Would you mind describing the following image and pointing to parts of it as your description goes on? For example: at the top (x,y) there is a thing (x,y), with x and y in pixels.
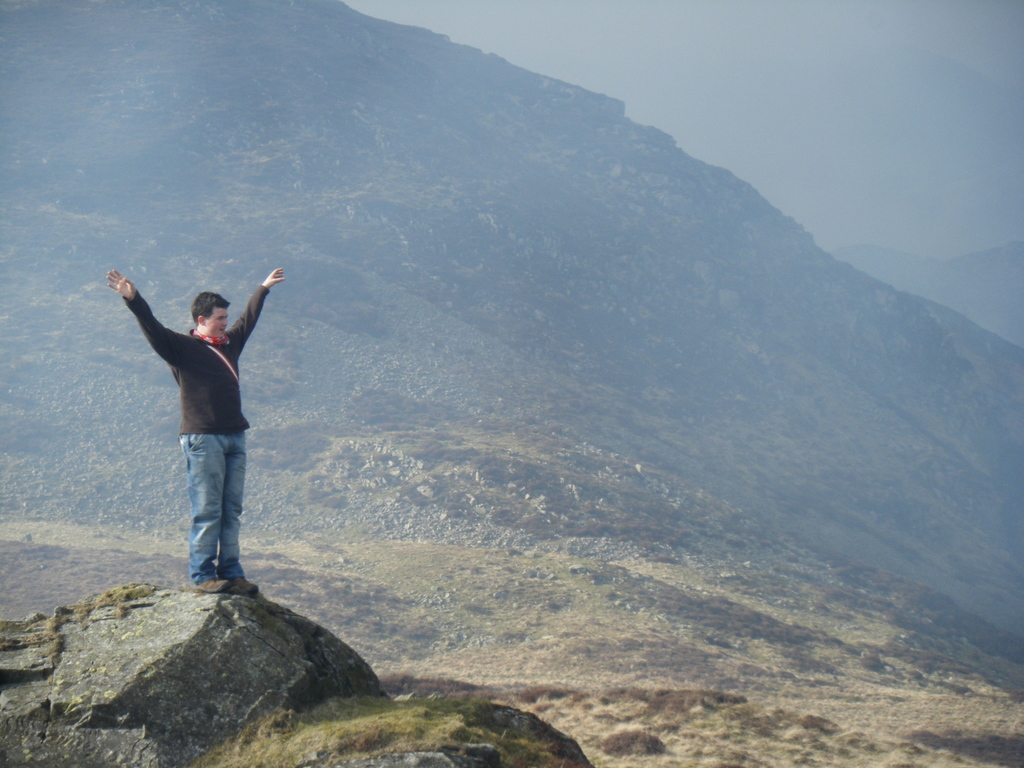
In this picture I can see there is a man (228,437) standing on the rock (338,686) and there are few stones (389,763) and there is a mountain (606,259) in the backdrop (1007,309) and the sky (901,171) is clear and foggy.
